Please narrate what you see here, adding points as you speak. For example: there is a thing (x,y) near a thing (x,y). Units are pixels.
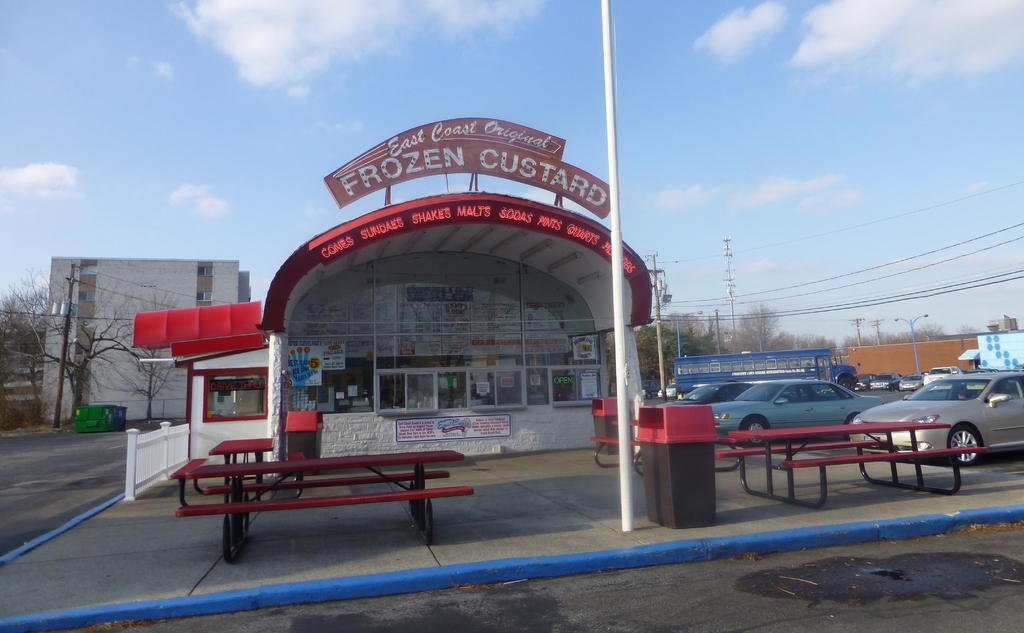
In the image I can see a place (352,401) where we have some cars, poles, buildings (126,403), benches (440,452) and a shed (174,359) to which there is a board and also I can see some posters (527,344) in the shed (291,281).
